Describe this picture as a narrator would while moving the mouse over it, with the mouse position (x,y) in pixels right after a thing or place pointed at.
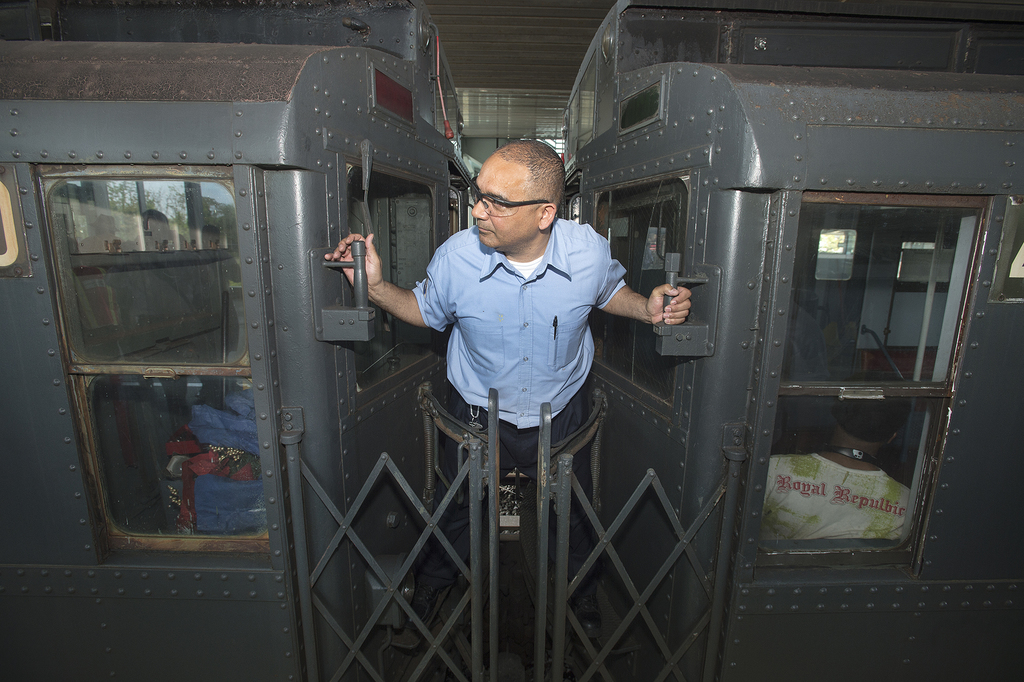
In the center of the image (450,384) we can see a man (522,227) is standing and wearing a dress (556,284), spectacles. In the background of the image (870,287) we can see the compartments (979,350) of train (400,429), bags (200,424). At the bottom of the image (705,515) we can see the grilles (418,677).
